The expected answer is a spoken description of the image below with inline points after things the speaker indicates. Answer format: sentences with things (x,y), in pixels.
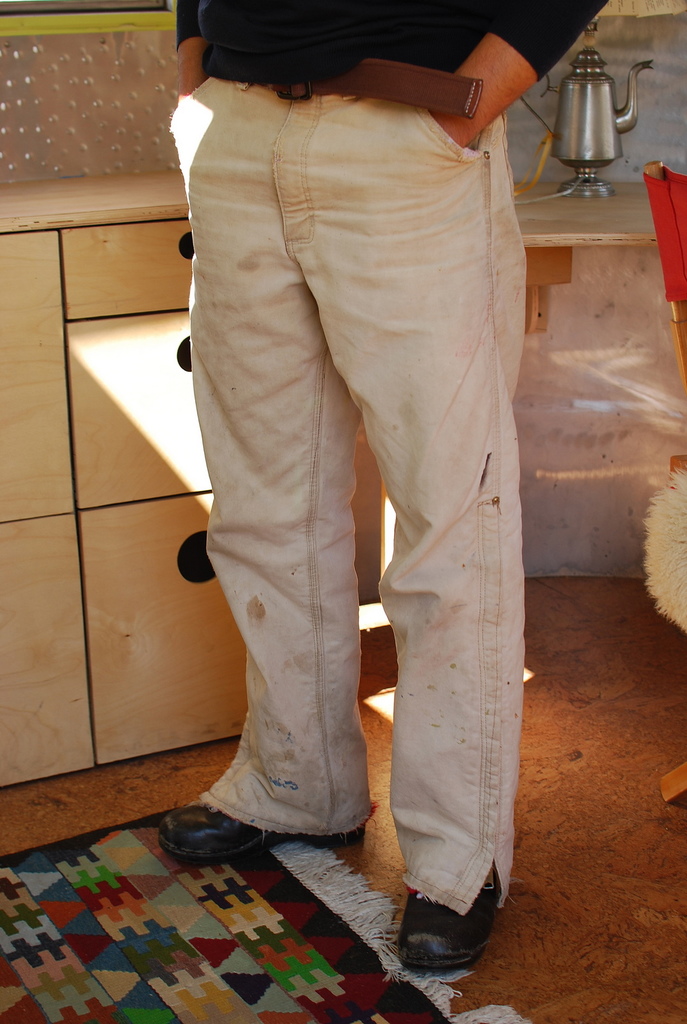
In this image I can see a person (404,225) is standing on the floor (677,661). In the background (114,494) I can see a cabinet (133,413), kettle (589,190) and a chair (685,332). This image is taken may be in a room (371,778).
